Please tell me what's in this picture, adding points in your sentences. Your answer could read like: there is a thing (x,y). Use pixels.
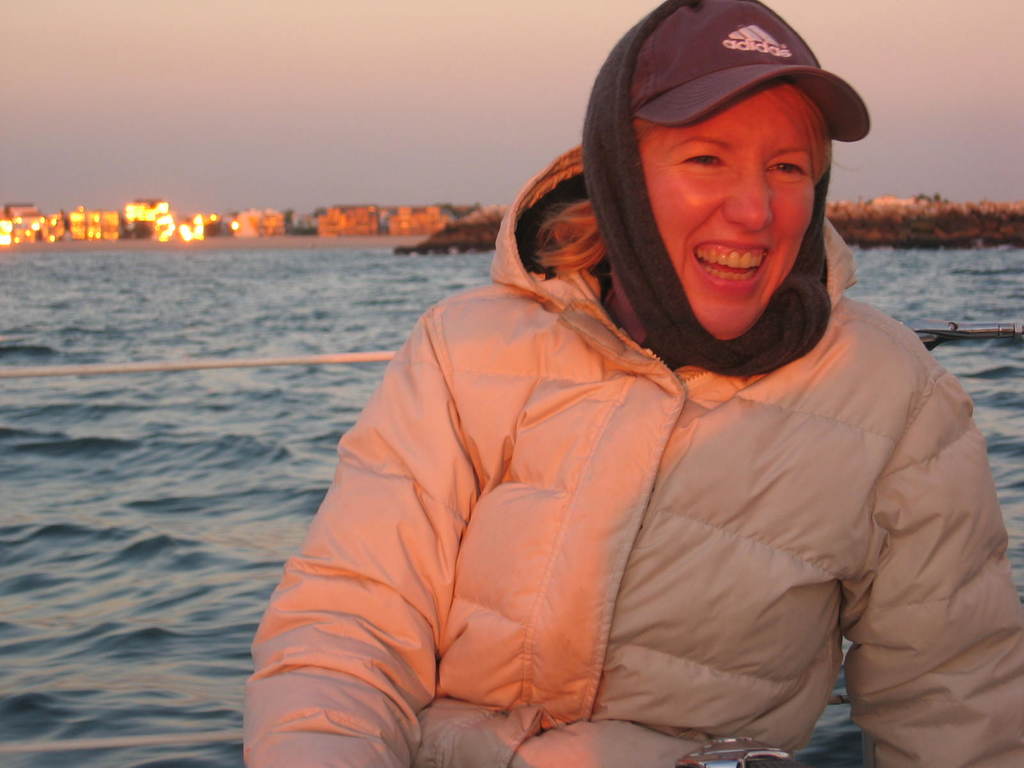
In this image I can see a person (600,527) wearing jacket (562,505) and cap (752,57) is smiling. In the background (260,255) I can see the water (204,324), few buildings (207,232), few trees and the sky (260,128).
